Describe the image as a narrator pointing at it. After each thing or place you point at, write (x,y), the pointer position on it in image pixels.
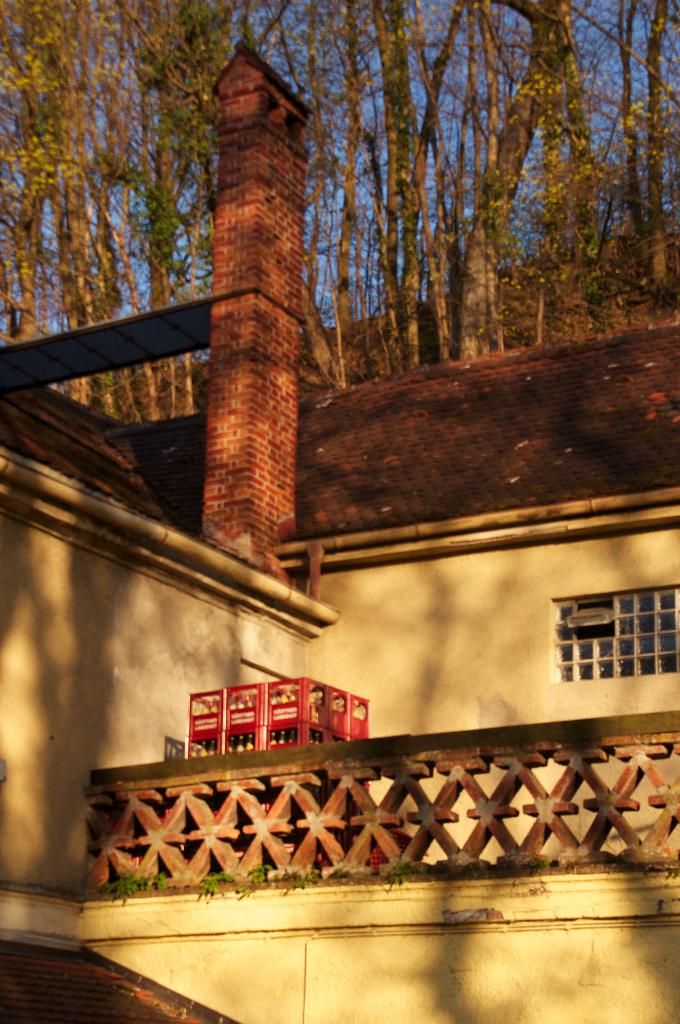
Picture of a building (446,974). Here we can see baskets (266,740) with bottles (272,734). Beside this baskets (302,709) there is a fence (482,789). To this wall (520,608) there is a window (621,633). Background (607,157) there are trees (403,101) and sky (364,192).
